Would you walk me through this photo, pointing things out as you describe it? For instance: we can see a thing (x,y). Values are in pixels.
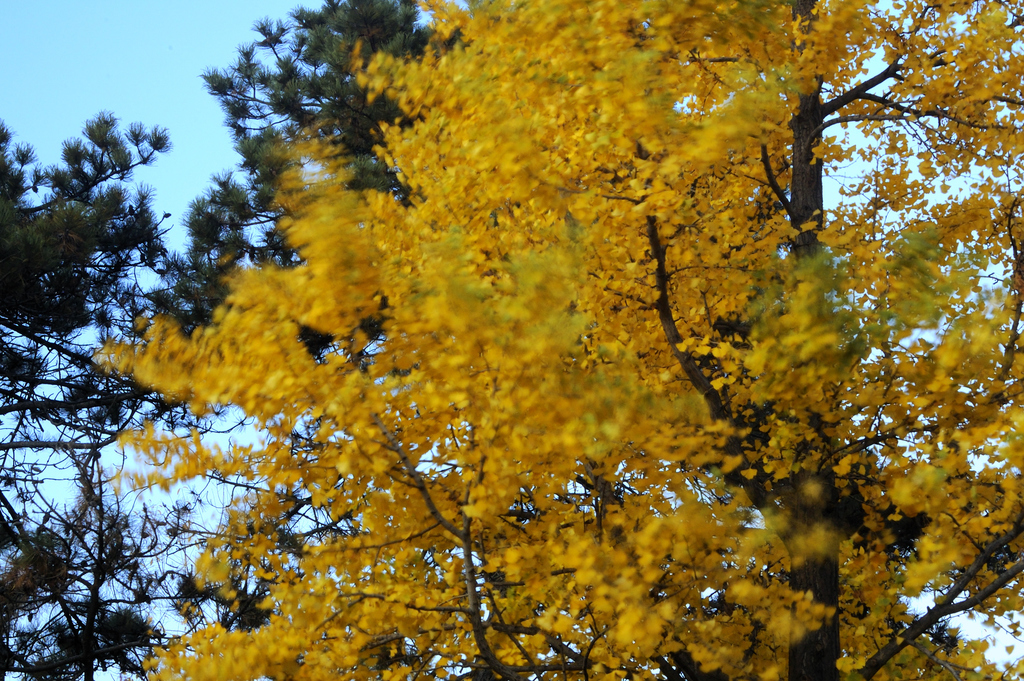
In this image we can see trees (535,256), here are the yellow leaves (496,232), at above here is the sky (154,43).
